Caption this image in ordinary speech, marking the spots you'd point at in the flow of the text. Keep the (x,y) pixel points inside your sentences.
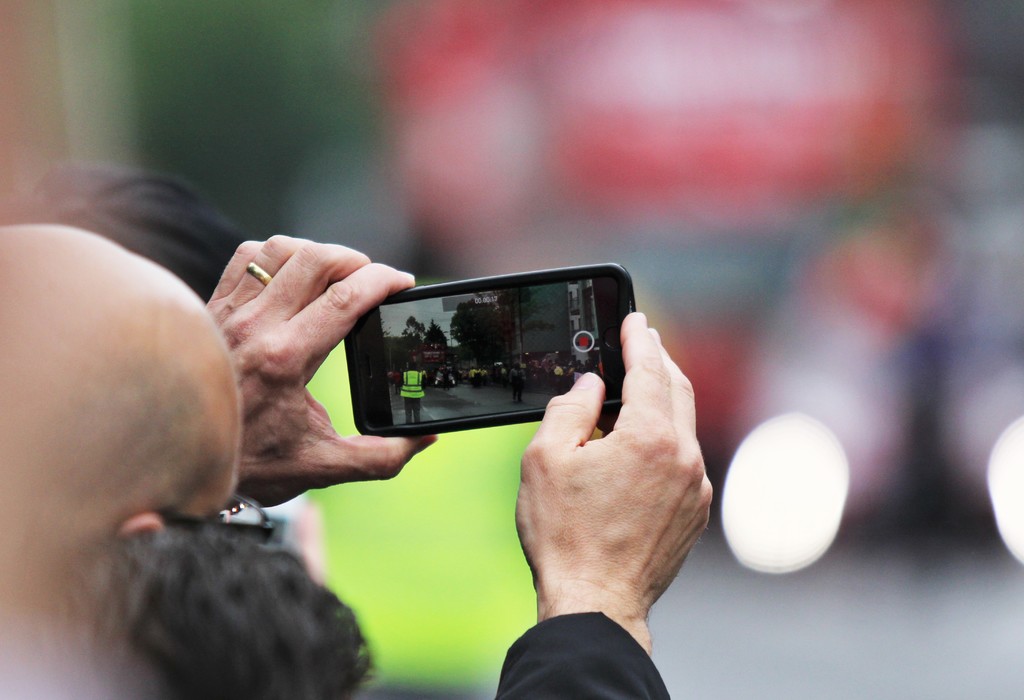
a person (287,496) is standing, holding a phone (475,365) in his hand (301,351) taking a picture.
